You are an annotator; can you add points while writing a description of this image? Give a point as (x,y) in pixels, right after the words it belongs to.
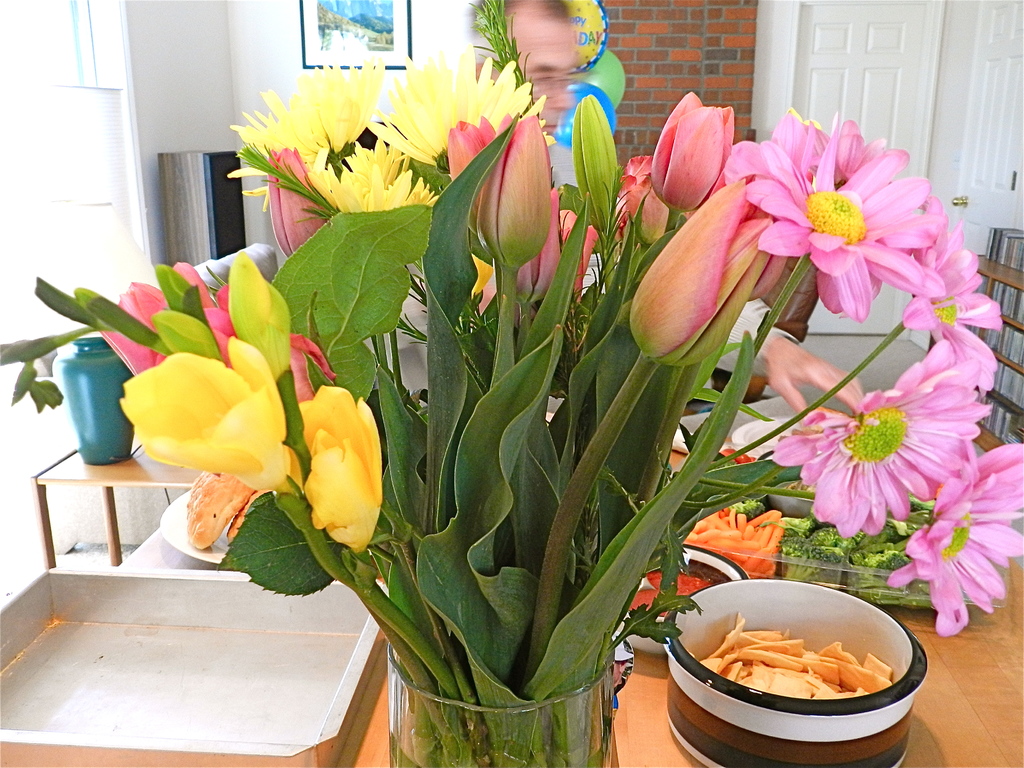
In this image there is a vase (555,751) having water (568,762), few flowers (338,94) and leaves (501,600) are in it. Behind there are few vessels (752,620), tray (806,561) of vegetables (799,546) are on the table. Left side (90,413) there is a table (156,469) having a vase (89,392) on it. A picture frame (370,50) is attached to the wall (391,76). Right side (1000,138) there are two doors (857,116). Behind the table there is a person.
